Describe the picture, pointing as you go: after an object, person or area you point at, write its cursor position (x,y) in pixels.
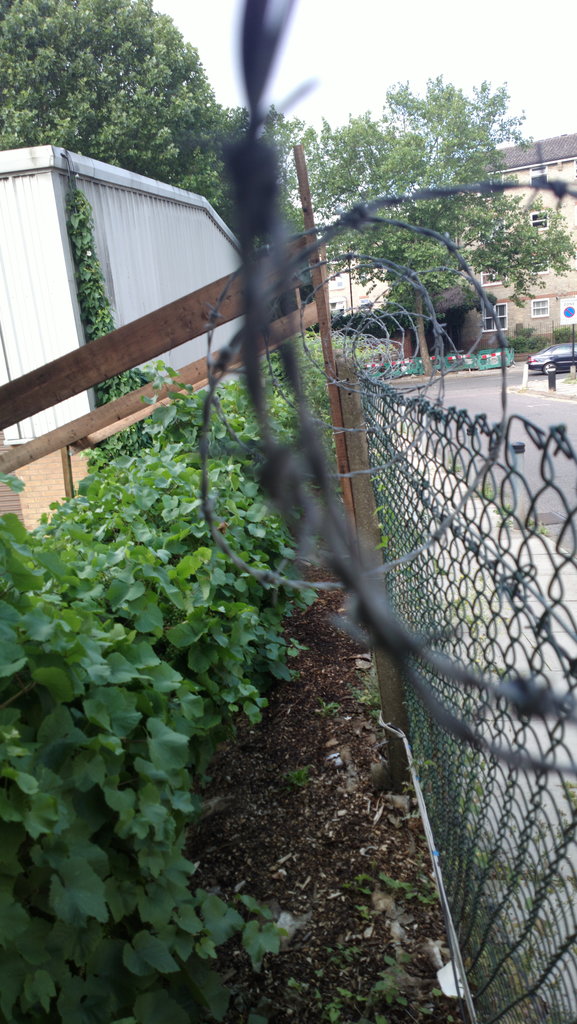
We can see fence (345,534), plants (167,613), wooden planks (176,343) and metal object (131,248). In the background (397,160) we can see trees (295,210), building (543,314), car (544,355) on the road (489,387), board (568,318) on pole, windows (536,304) and sky (441,69).
